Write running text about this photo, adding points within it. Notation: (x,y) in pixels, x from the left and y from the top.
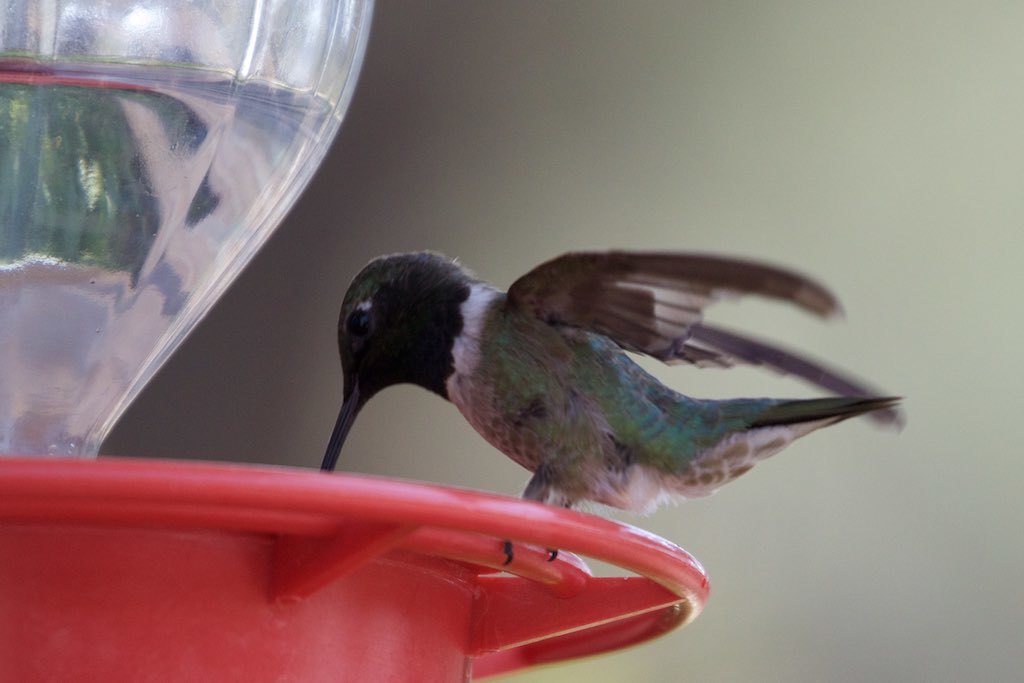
In this image we can see a bird (437,273) on the red color object (451,574). We can also see the water (126,137) in a glass jar (113,141) and the background (617,36) is not clear.
